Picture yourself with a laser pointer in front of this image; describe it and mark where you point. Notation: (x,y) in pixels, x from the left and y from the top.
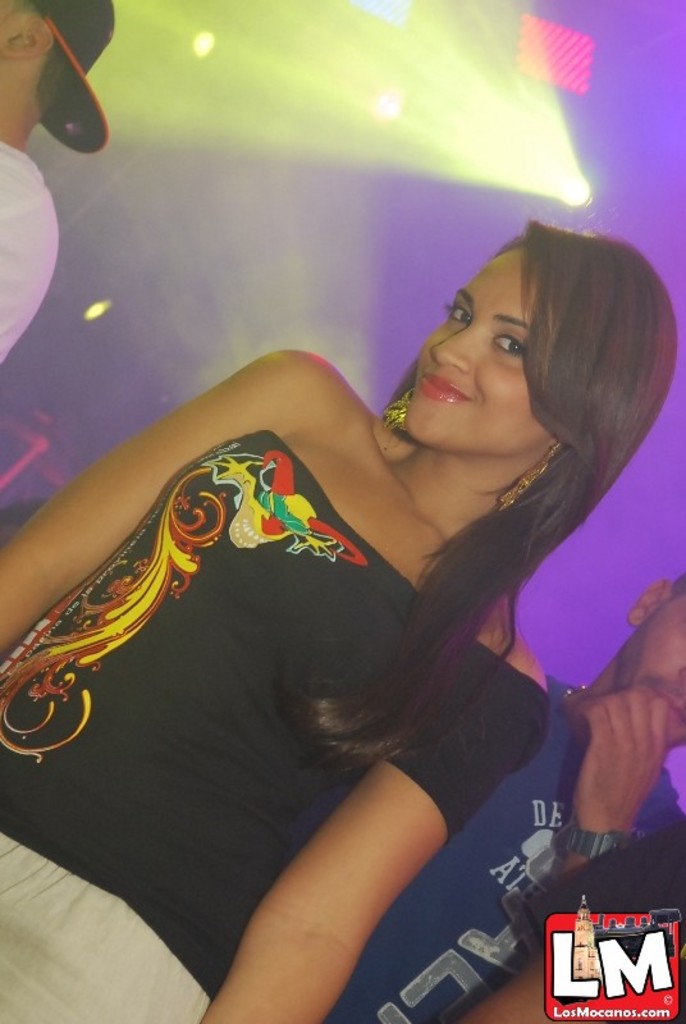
In the image we can see there is a woman (278,649) standing and there are other men (575,892) standing at the back (3,269). Behind there are lightings (493,34) on the top (349,112).
